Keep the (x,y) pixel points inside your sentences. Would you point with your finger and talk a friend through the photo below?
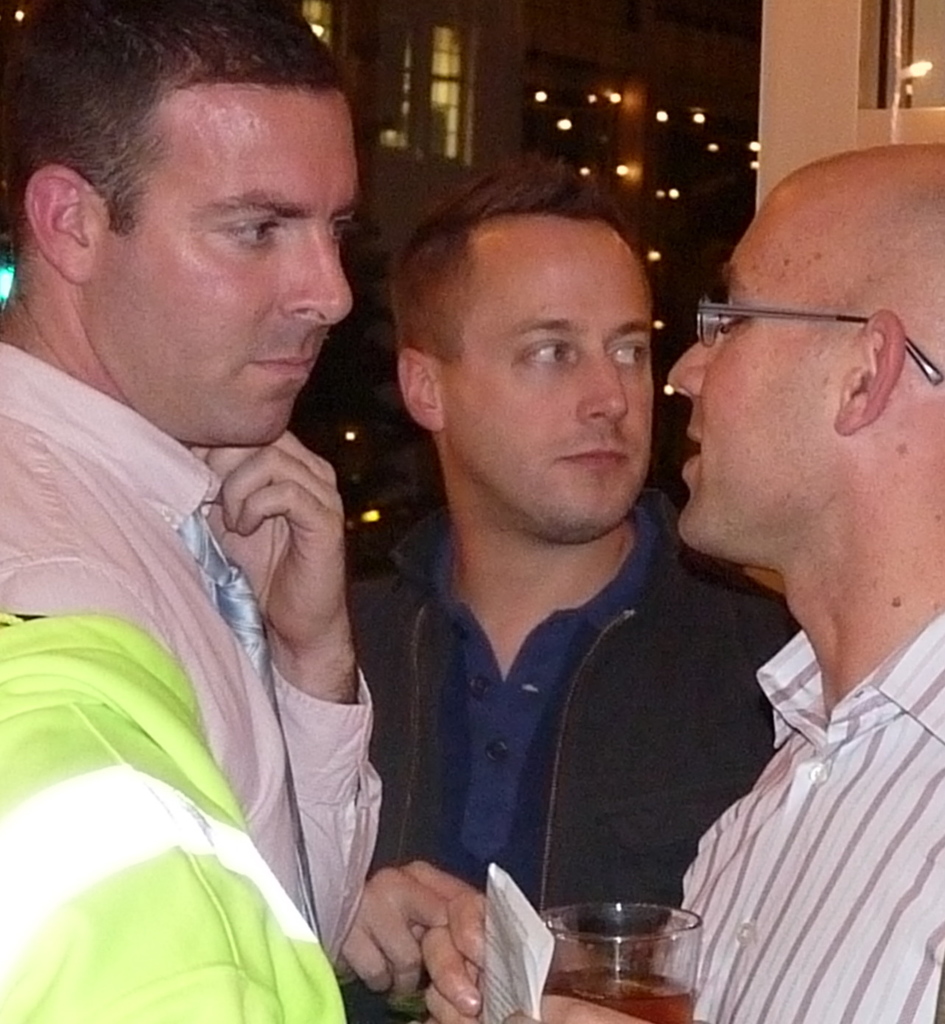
The image is clicked outside the house (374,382). There are three men (295,739) in the image. To the right (818,770) the man (823,657) is holding a glass of wine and talking. To the left (158,427) the man (98,553) is wearing pink color shirt (273,763) and listening. In the middle (454,641) the man (454,641) is wearing blue shirt (450,562).
